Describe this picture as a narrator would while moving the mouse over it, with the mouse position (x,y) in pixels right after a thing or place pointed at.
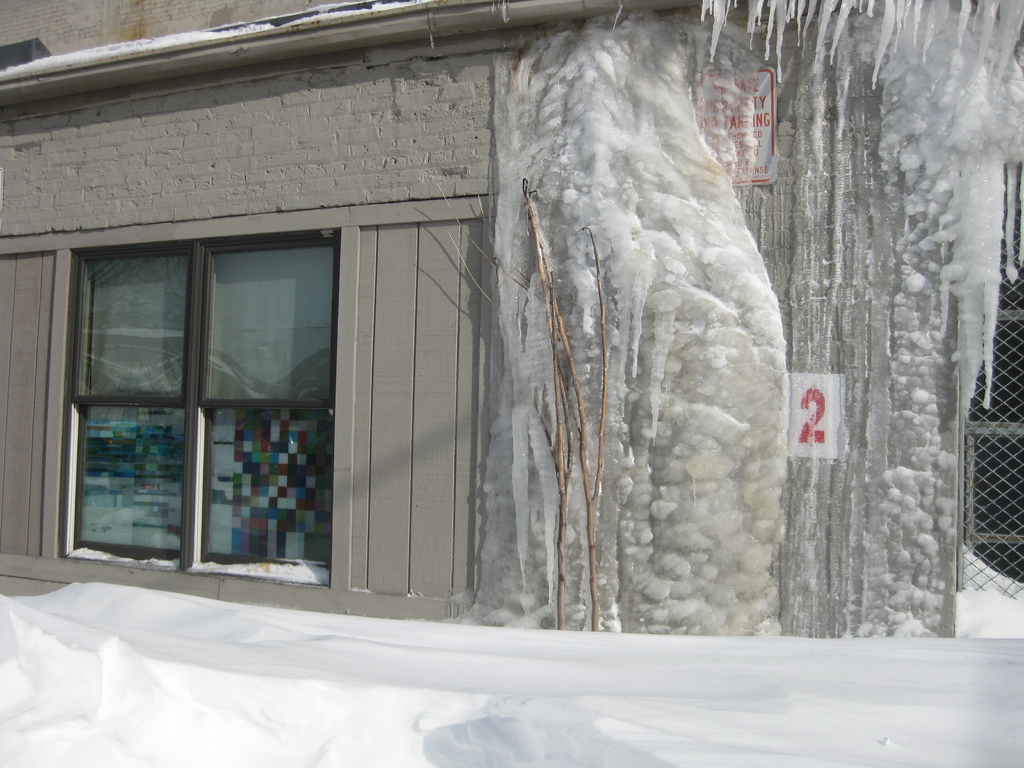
There is a snow wall (206,675), near a building (209,183), which is having glass windows (300,264) and on which, there is snow (727,449), near a fencing (989,530).
